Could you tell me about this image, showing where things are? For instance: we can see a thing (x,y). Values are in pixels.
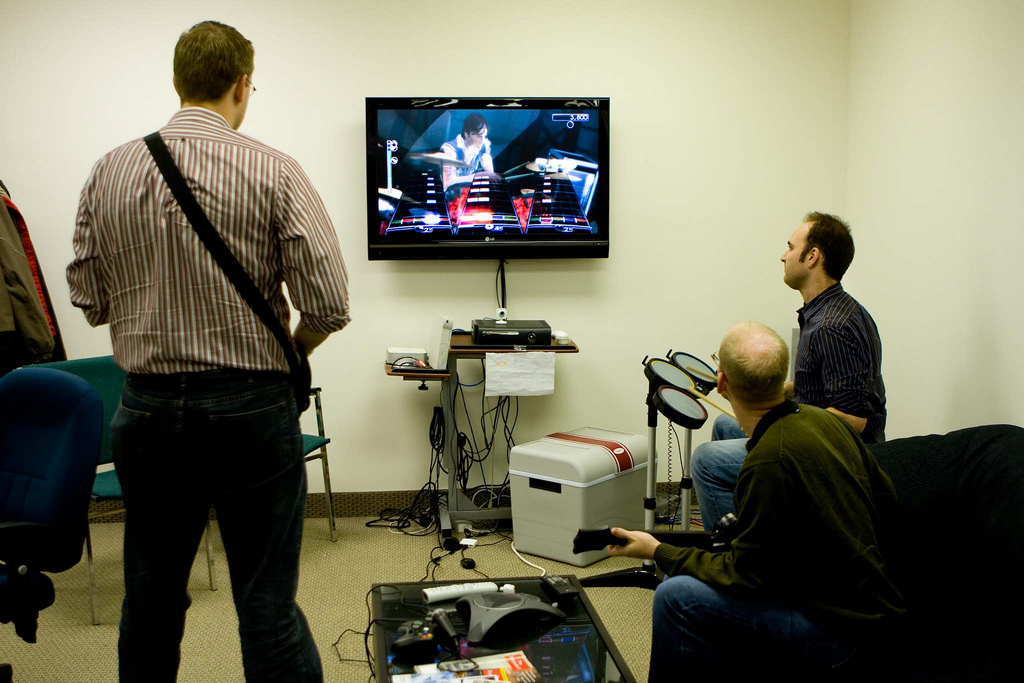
In the picture we can find a three persons (324,265), One man (227,535) is standing and two men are sitting on a chair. In the background (614,391) we can find a wall (760,182) and a television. which is fixed to it. Just under the television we can find a set top box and some wires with stand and we can also find a box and we can find some chair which is green in colour and some are blue.
